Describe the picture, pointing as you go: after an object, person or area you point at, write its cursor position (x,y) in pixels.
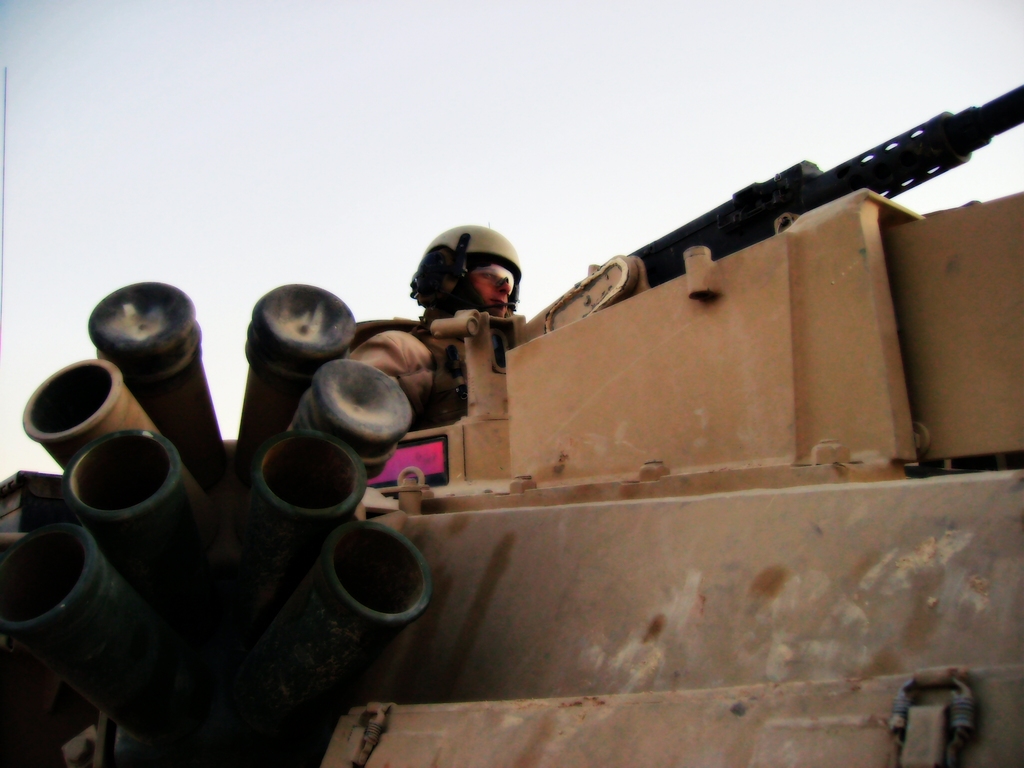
In the image we can see there is a war tank (534,453) and a person (457,294) is sitting in it and wearing helmet (498,241).
